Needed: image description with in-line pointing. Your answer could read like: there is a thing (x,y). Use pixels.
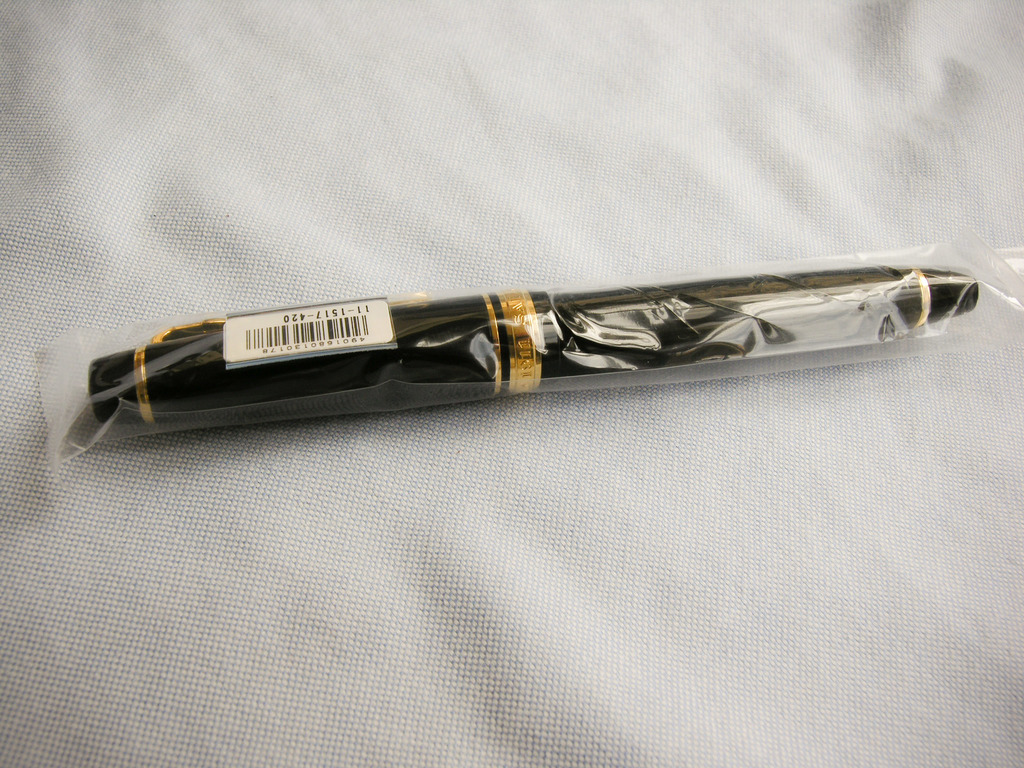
In the center of the image (440,356) we can see pen (432,373) placed on the cloth (394,461).
